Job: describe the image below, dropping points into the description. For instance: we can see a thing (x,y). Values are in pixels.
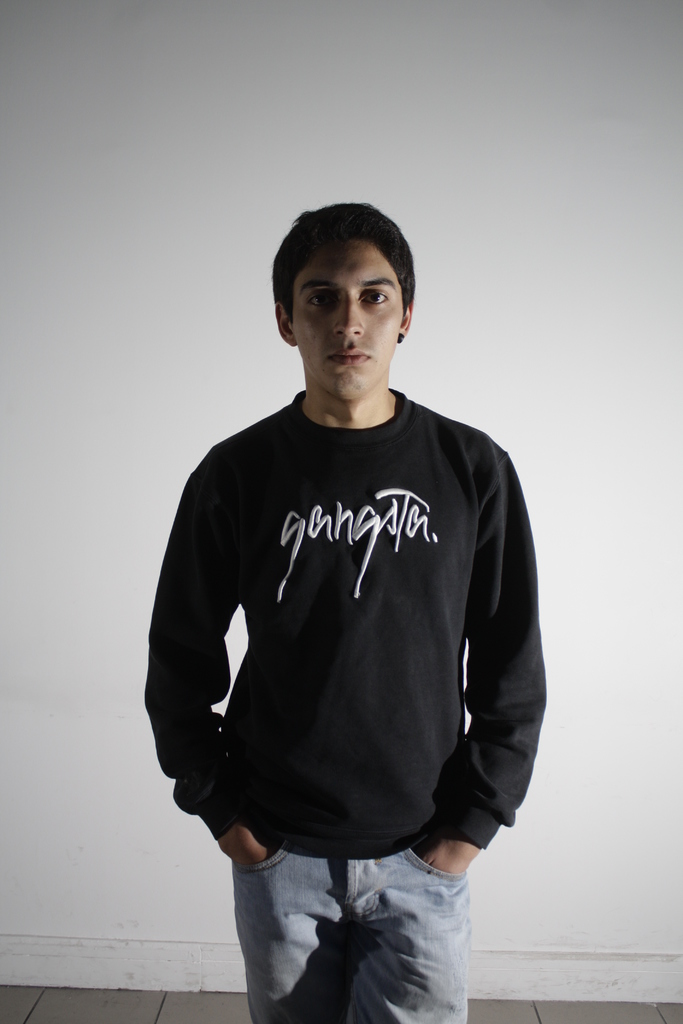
In the picture we can see a man (374,912) standing with long black color T-shirt (431,499) and name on it as a gangster and behind him we can see a wall (440,84) which is white in color.
